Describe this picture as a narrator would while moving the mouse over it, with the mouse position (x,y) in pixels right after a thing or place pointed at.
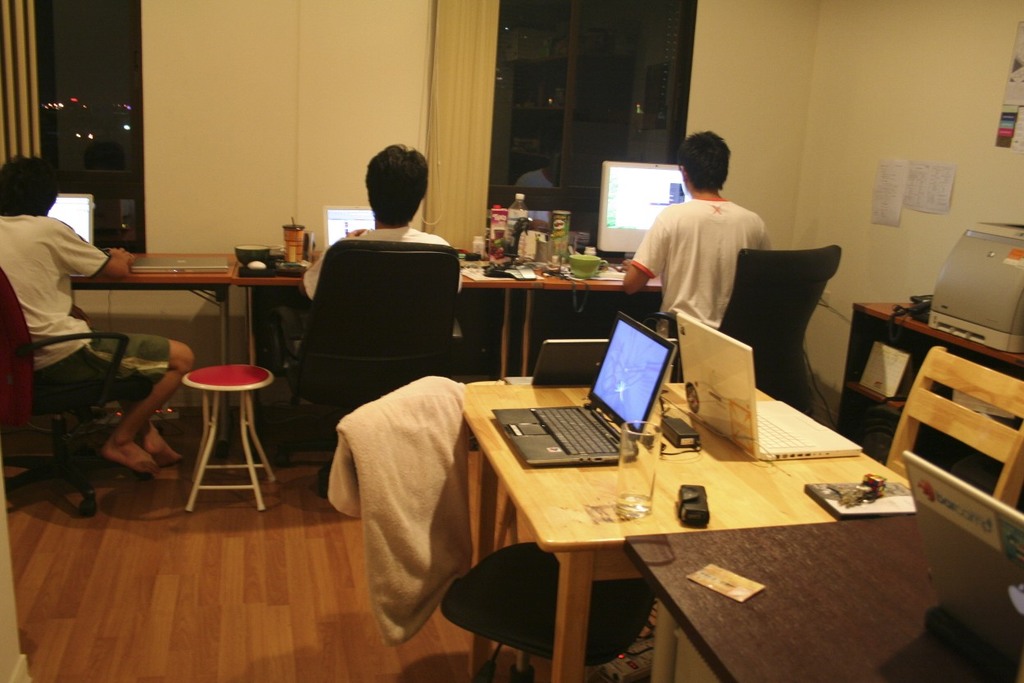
In the foreground of this image (838,482), on the right side (838,531), there are two tables (819,567) on which three laptops (691,410), a glass (648,484), an adapter (692,429), a black object (702,516), a card (742,592) and a book like an object (863,511) are on it. There are two chairs (945,428) near the tables (555,541). behind the table (558,392), there is another laptop (545,367). In the background (755,261), there are three men (722,255) sitting on the chairs (25,323), a stool (244,422), tables (216,286) on which few objects (549,265) and monitors (350,219) on it and there is also a printer like an object (971,282) on the table (866,320), a wall (876,65), few posters (1013,110) and papers (889,189) on it and there are windows (576,69) and the curtains (459,54).
